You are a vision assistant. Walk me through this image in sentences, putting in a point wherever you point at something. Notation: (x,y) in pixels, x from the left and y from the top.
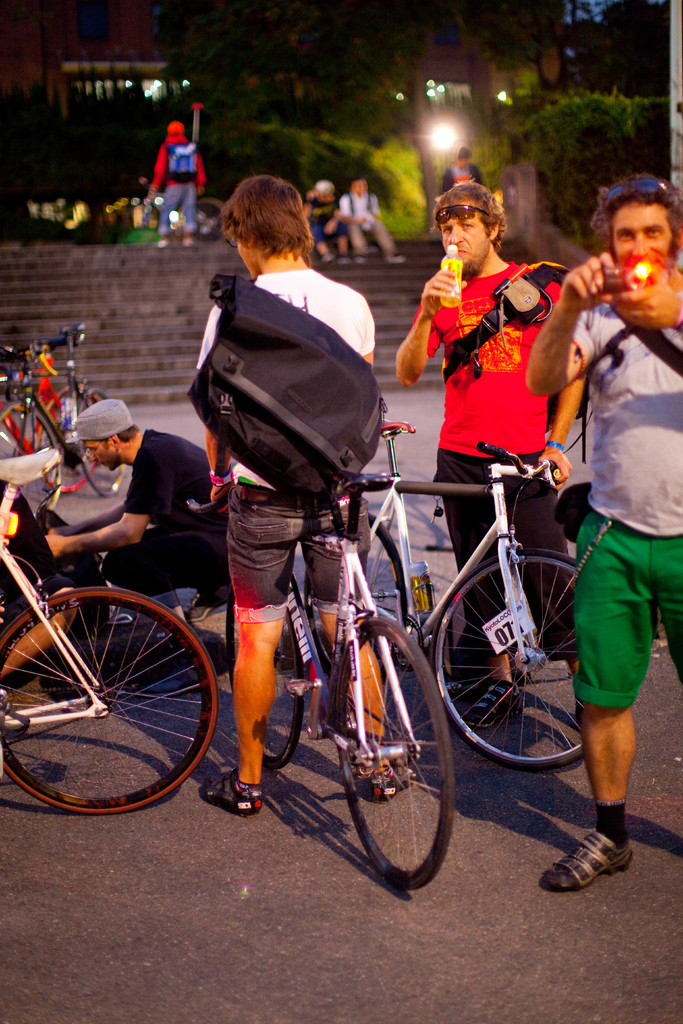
There are group of people (452,543) standing and one man (463,459) holding bicycle (450,790).
